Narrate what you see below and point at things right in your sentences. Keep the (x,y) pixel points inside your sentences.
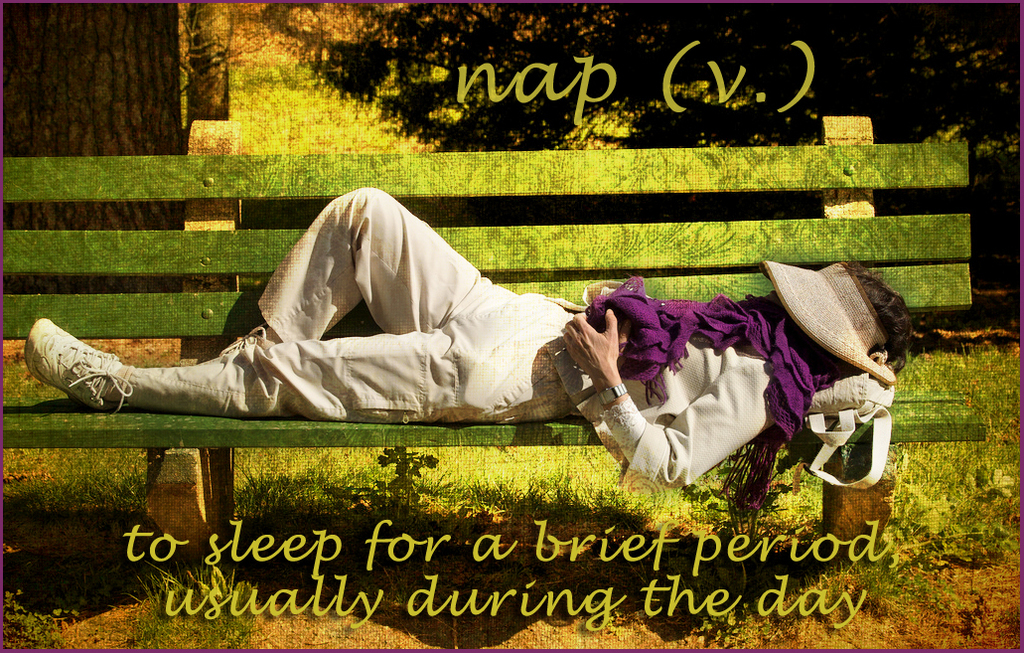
This image consists of a poster (326,398). In the poster (447,360) there is a text (240,556) and there is a ground (956,560) with grass (967,549) and a few plants (956,526) on it. In the middle of the image (441,236) a man (389,244) is sleeping on the bench (138,436).
